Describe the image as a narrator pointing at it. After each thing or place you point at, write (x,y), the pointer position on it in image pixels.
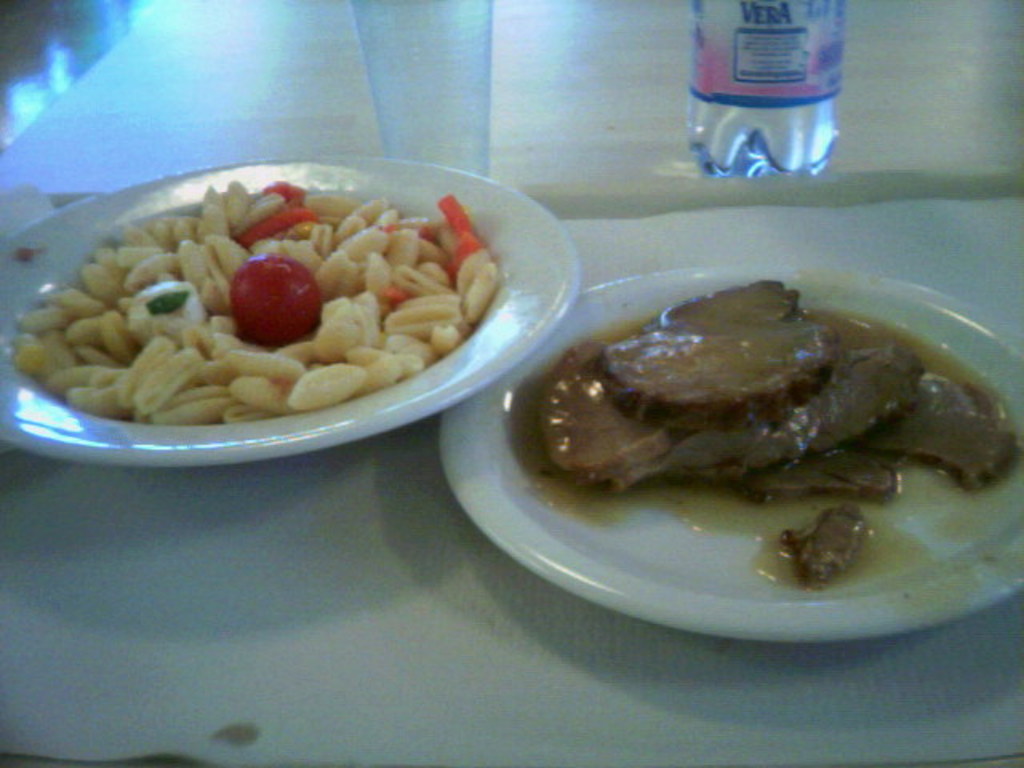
In this picture I can see some food items (394,363) are on the plate (407,394) which is kept on the table (532,38), side we can see a bottle (735,59) and glass (475,113).
